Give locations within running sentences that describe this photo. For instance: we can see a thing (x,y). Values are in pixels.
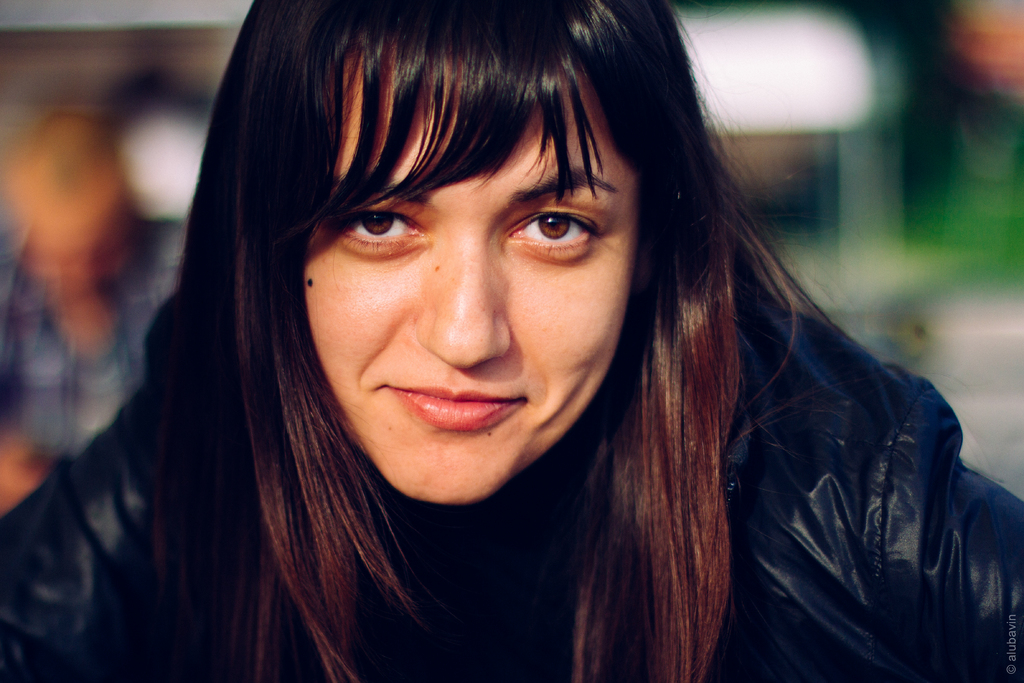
This is the picture of a woman (556,401) wearing a black dress (837,439). In this image we can see background (918,213) as a blur.
